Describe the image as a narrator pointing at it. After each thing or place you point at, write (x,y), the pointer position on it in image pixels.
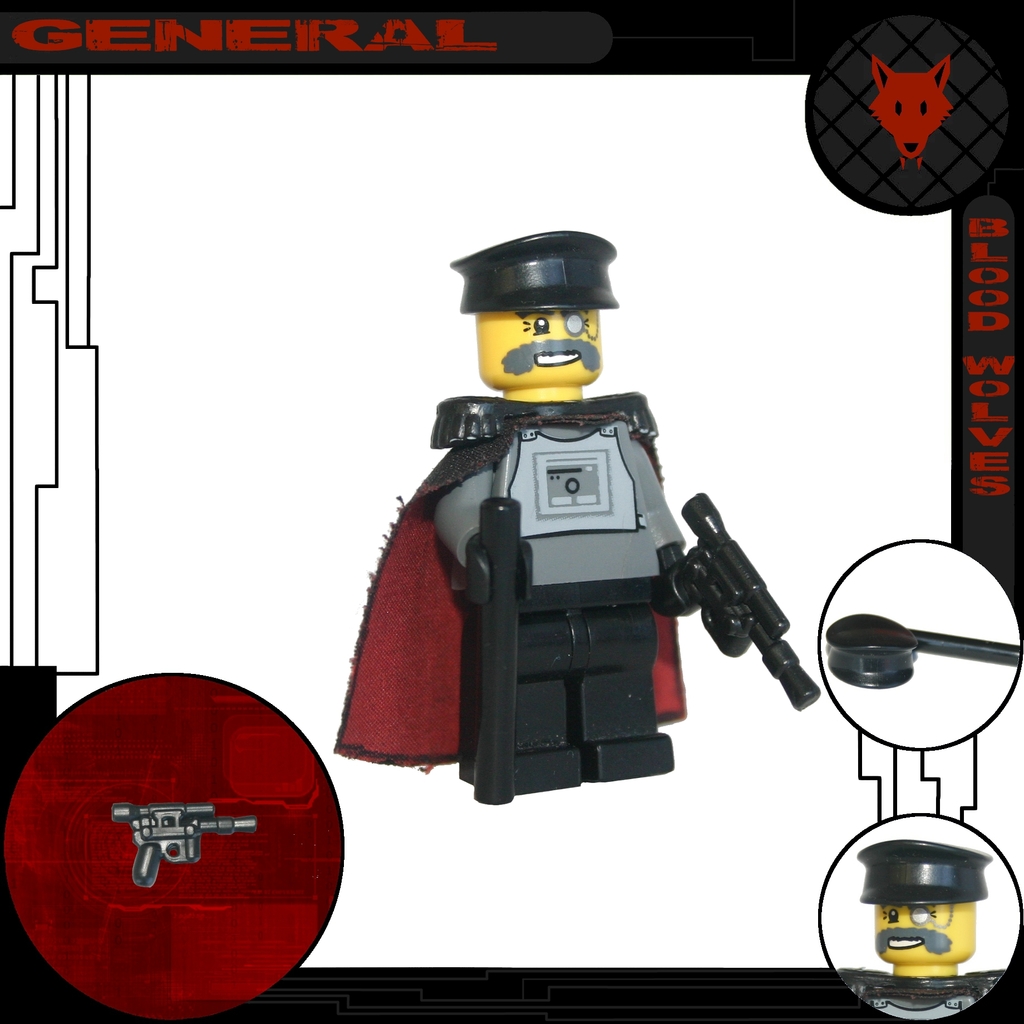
In the center of the picture (465,449) there is a toy (526,763) holding a stick (487,763) and gun (798,695). On the left (167,823) there is a gun (199,812). On the right (898,895) there is a toy (914,896) and an object (928,645). On the right (995,357) there is text (992,443). On the top (284,45) there is text (375,40). The background (227,124) is white.
